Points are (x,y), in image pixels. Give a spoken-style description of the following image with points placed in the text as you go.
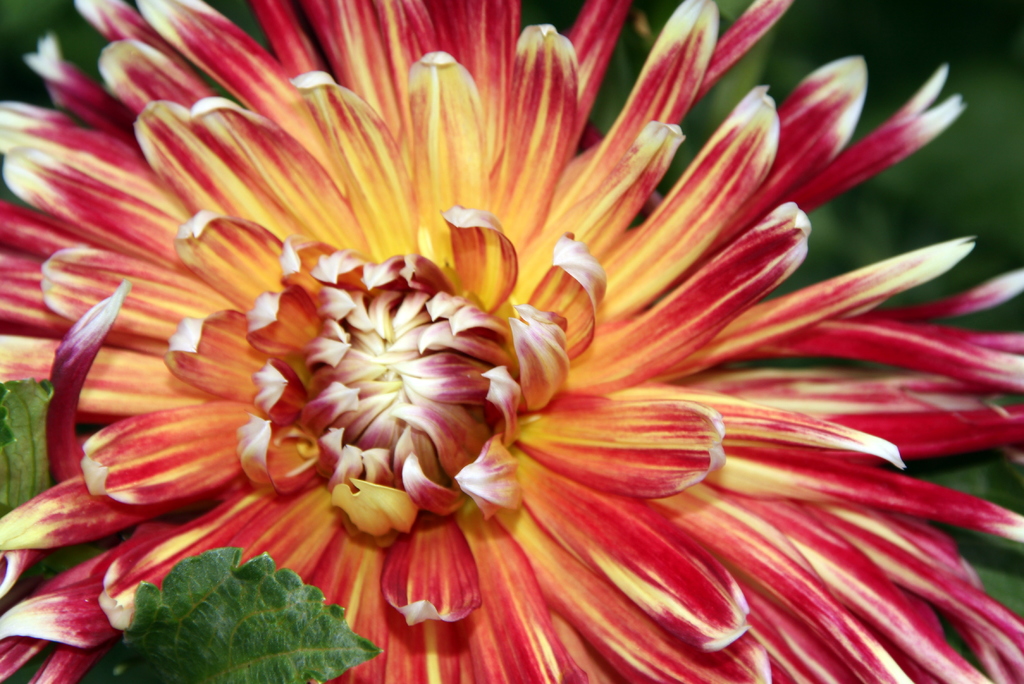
In this image we can see a flower (360,451). We can also see some leaves (184,607).
